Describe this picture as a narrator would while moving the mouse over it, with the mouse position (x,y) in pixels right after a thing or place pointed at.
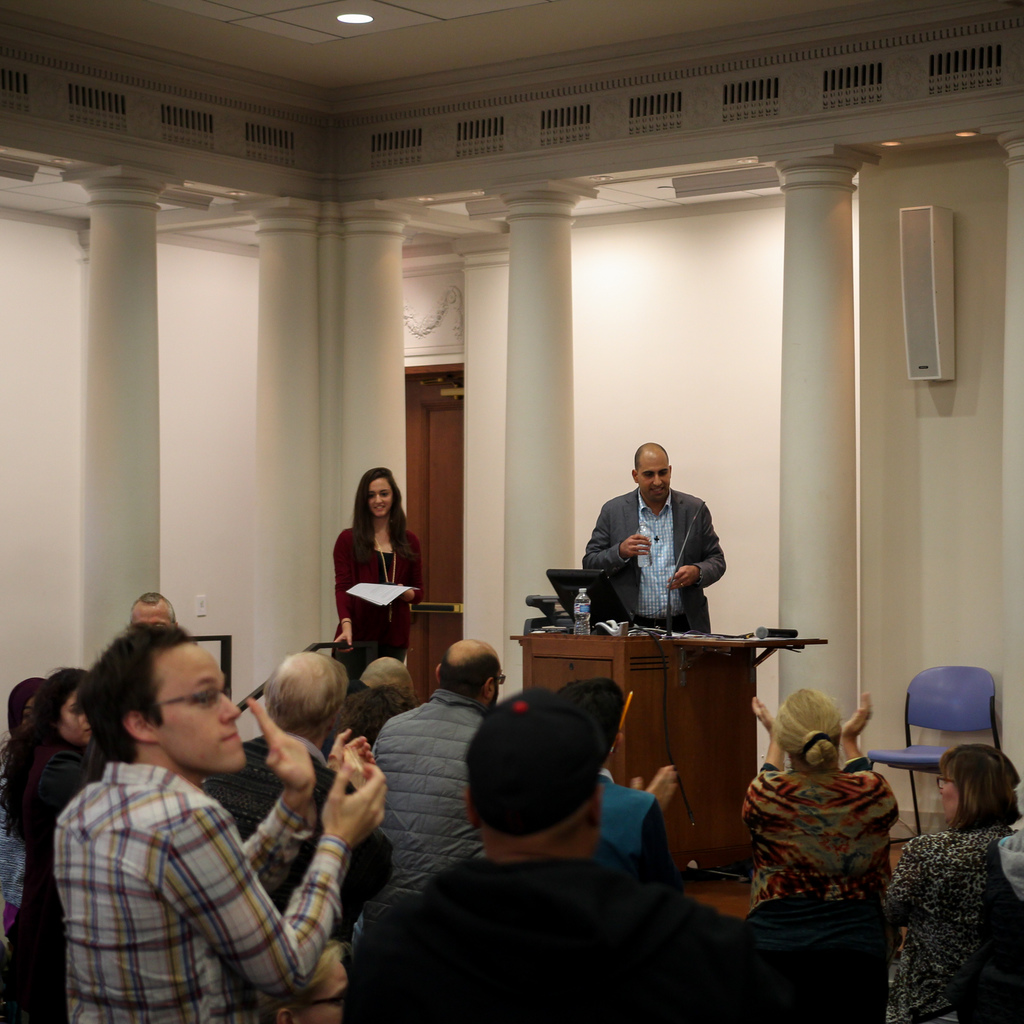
It is a meeting some people (514,738) are sitting and there is a man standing in front of a table (699,694) and speaking something there is a monitor (595,578) in front of him to his left side there is a woman (344,547) standing by holding some papers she is smiling in the background (532,307) there are white color pillars (530,388), doors (426,406) and a wall (603,333).
